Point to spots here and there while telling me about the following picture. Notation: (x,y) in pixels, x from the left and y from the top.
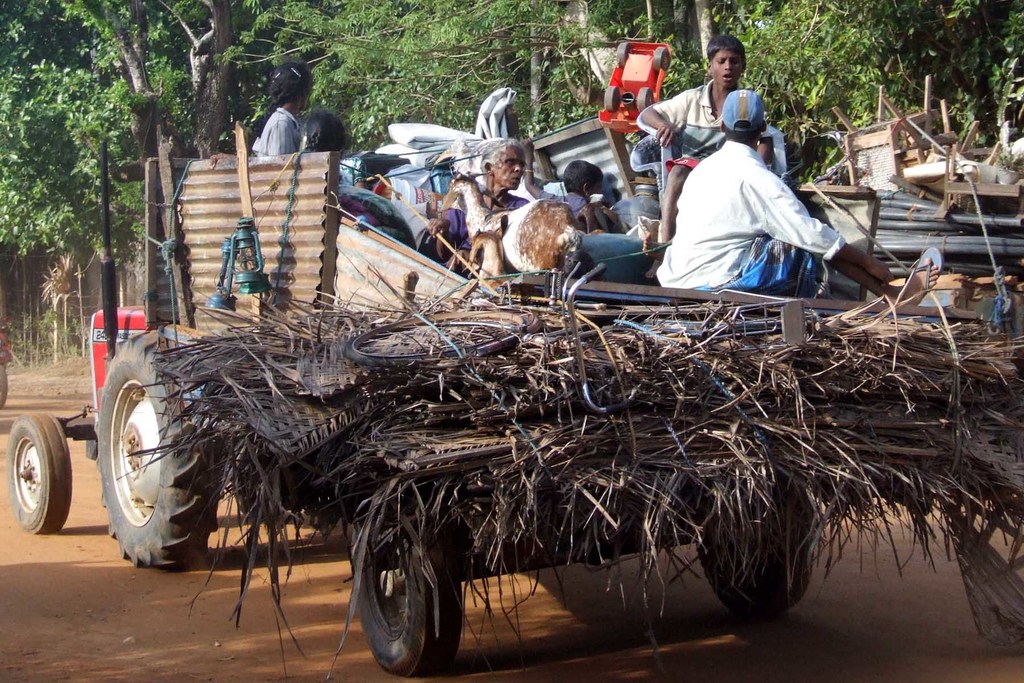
In this image in the center (641,282) there is one vehicle (821,300), and in the vehicle (838,309) there are some persons (888,275) sitting. And also there are some chairs (914,141) and some other objects (629,73), grass (389,445). And in the background (303,35) there are some trees (113,84), at the bottom (510,632) there is sand (270,626).
